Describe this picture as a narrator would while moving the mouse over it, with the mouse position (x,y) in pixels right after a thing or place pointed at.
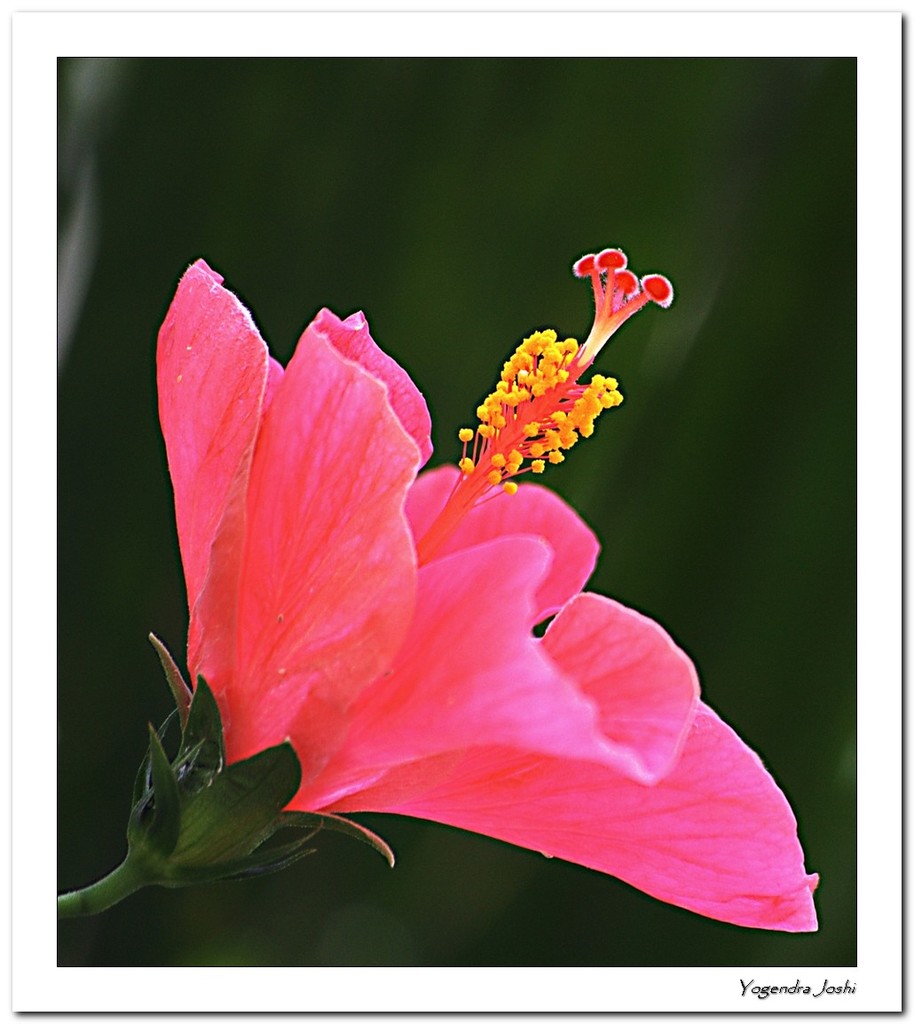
In the image there is a pink flower (388,618). Behind the flower (498,654) there is a green background (723,693). In the bottom right corner of the image (785,981) there is a name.
